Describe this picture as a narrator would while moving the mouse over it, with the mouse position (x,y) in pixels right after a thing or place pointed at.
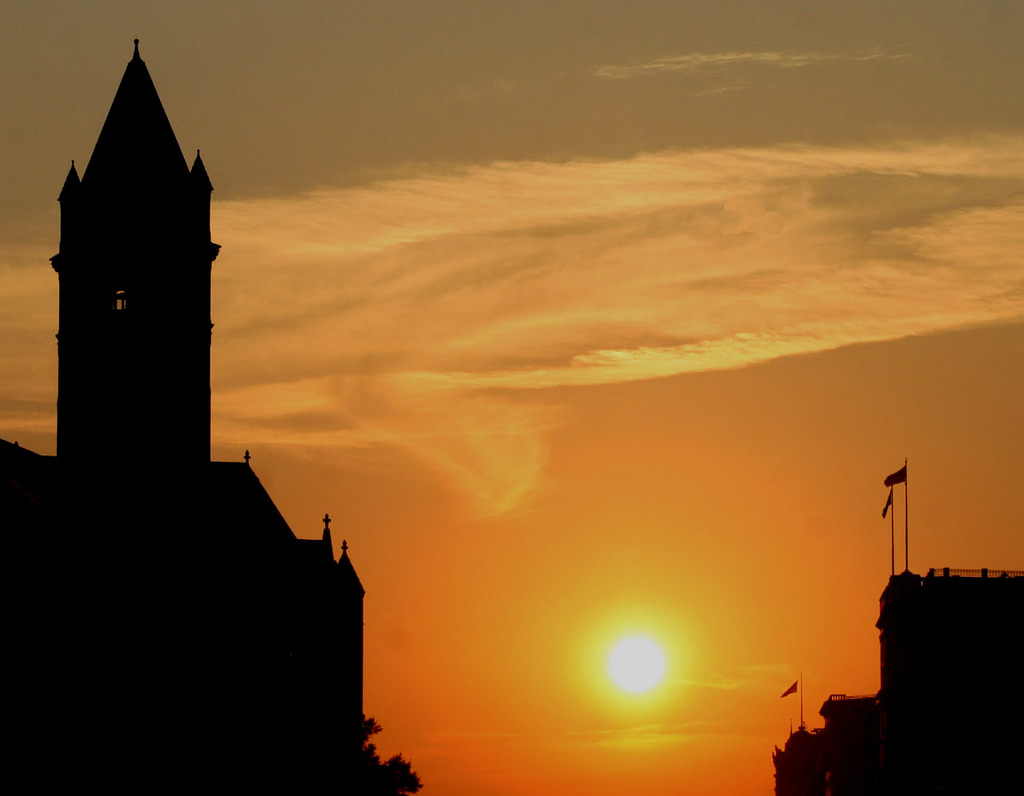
In this image I can see the sky (698,192) and sun set (613,686) and building (924,621) and the image is very dark.
